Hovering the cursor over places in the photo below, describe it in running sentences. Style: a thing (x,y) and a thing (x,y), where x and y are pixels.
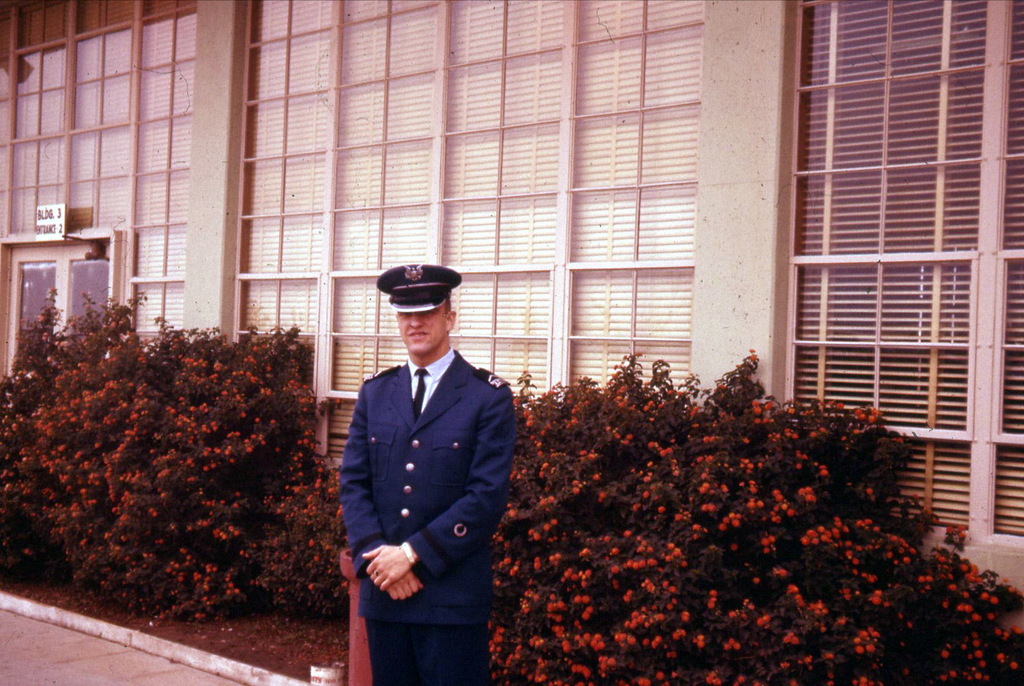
In this image there is one person (426,474) is standing at bottom of this image (415,488) is wearing a cap (425,308) and there are some plants (169,413) in the background (68,430) and there is a building (507,217) at top of this image (346,171).
